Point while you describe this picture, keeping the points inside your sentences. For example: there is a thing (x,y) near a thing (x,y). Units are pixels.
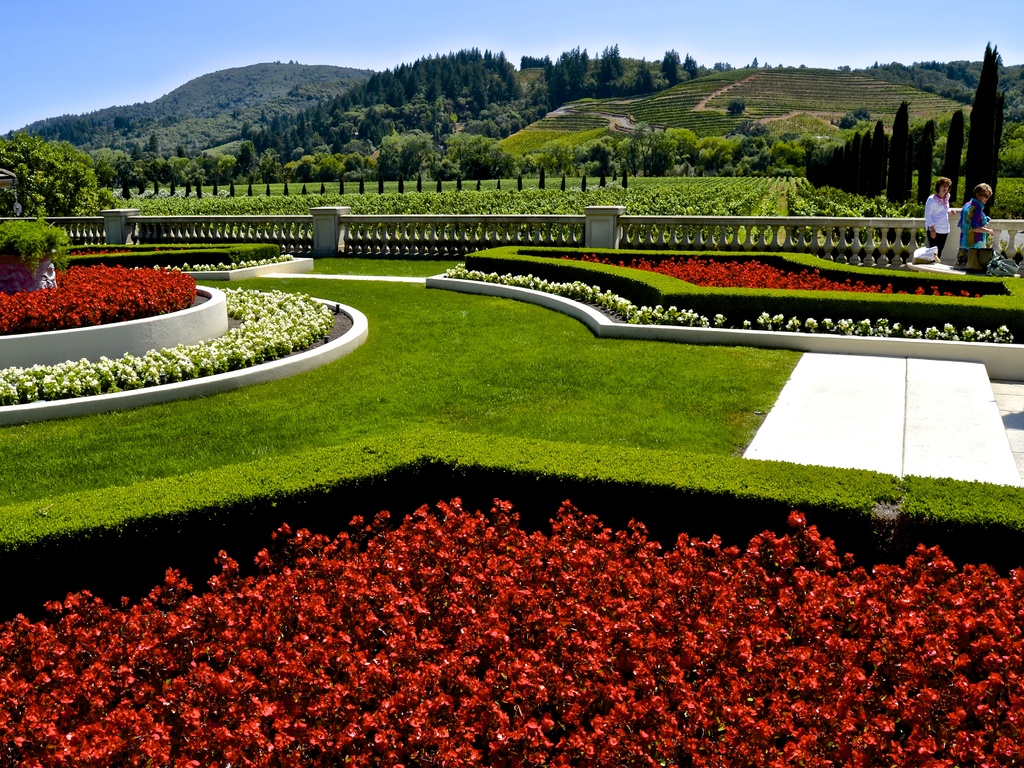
In this picture there is a beautiful view of the garden (533,653). In the front (416,648) there are some red color flowers (533,653). Behind there is a green lawn (356,407) and a small parapet wall (181,217). Behind there are two women (960,231) standing in the garden (264,337). In the background (785,70) there is a mountain (238,127) with full of trees (385,153).
